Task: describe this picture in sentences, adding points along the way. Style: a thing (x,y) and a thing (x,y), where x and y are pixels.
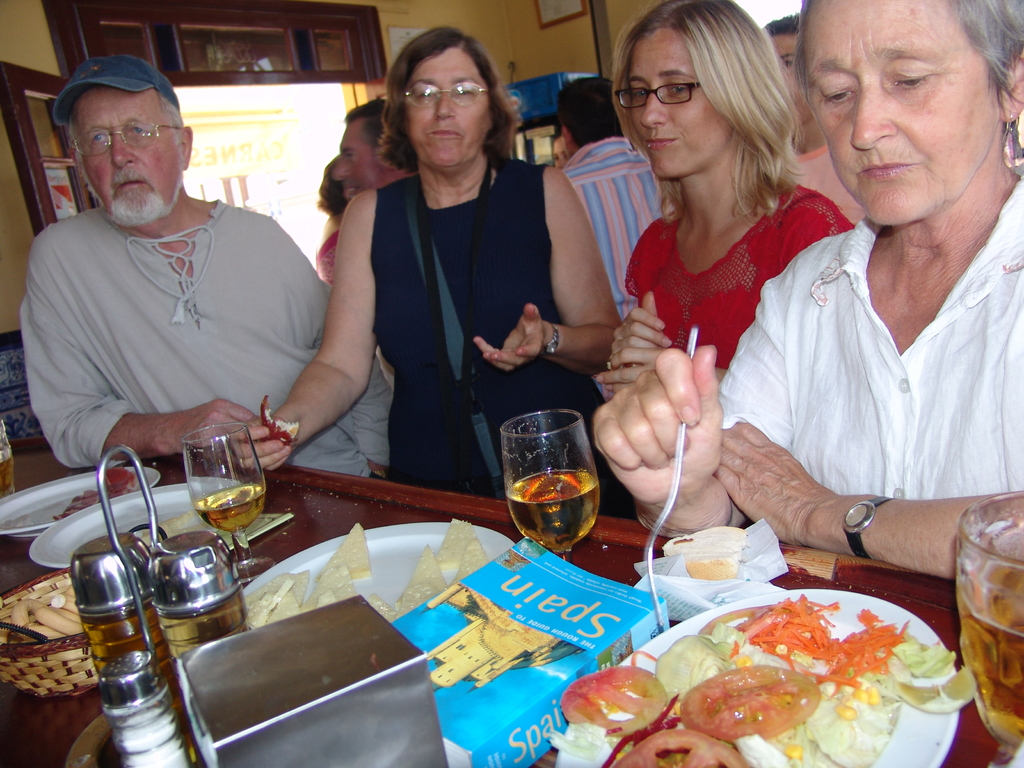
In the foreground of the picture (30,479) there is a table (318,540). on the table (305,526) there are plates (27,495), glasses (238,479), drink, jars (195,627), food items (69,609), book (431,657), basket (56,640) and other objects (113,526). in the center of the picture (455,323) there are people (365,159) standing. in the background (313,14) there are frames (552,12), door (54,130), wall (571,61) and other objects (561,74).
